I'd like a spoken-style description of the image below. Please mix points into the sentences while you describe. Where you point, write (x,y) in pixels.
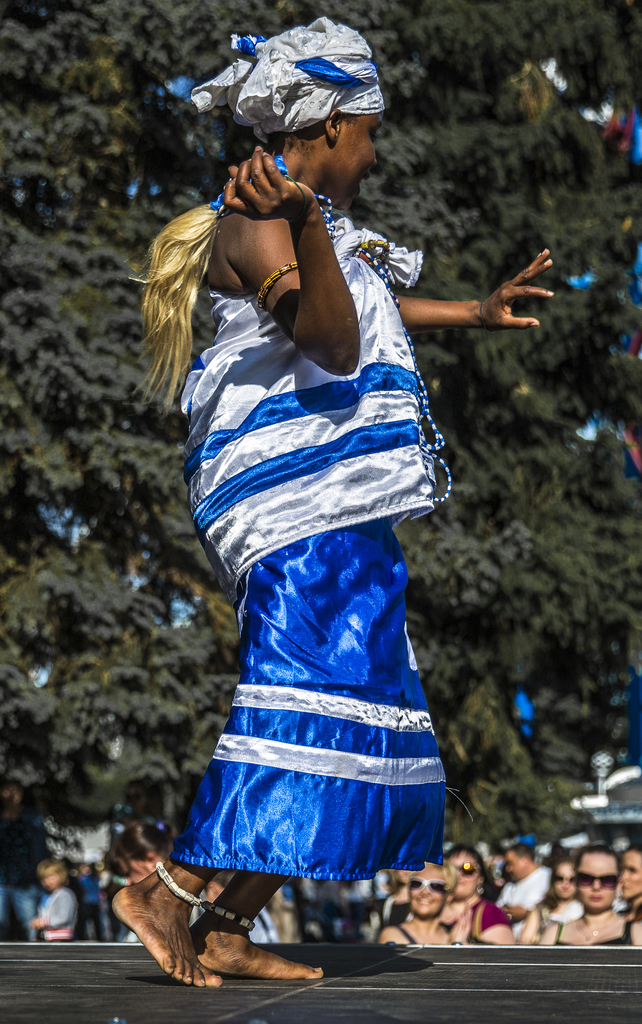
In the image we can see a woman (332,452) wearing clothes (301,514) and it looks like she is dancing. Here we can see the trees (463,475) and there are other people (547,940) wearing clothes (477,905) and some of them are wearing goggles (432,888).
